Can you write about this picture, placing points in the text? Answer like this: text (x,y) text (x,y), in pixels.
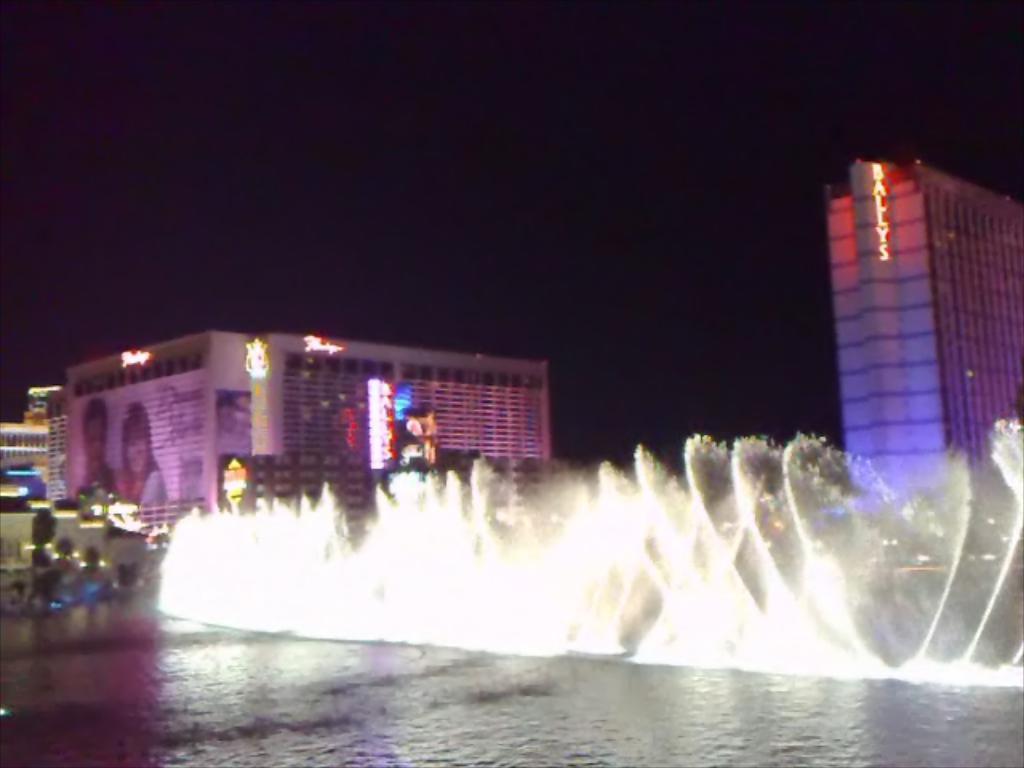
In this image in the middle (412,494), there is a water fountain (413,621). At the bottom (302,712) there is water (254,720). In the background (588,386) there are buildings (339,430), posters (162,457), screens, lights (121,523), plants (100,555), sky (597,340).
